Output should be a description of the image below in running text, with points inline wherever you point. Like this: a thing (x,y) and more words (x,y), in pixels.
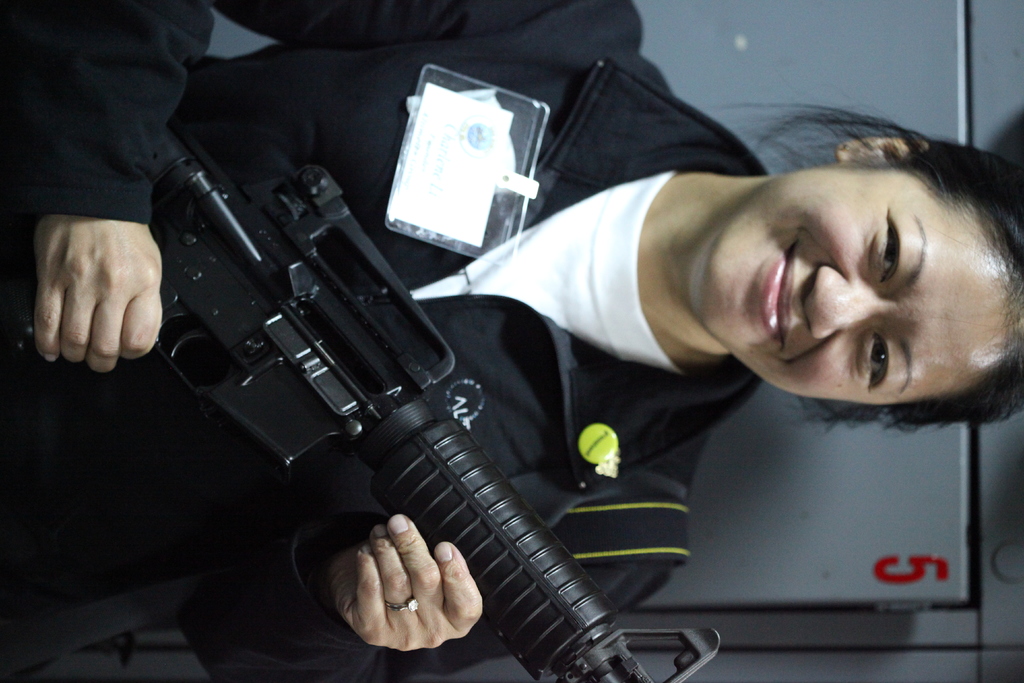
In this picture there is a woman (664,314) standing and smiling and she is holding the gun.
